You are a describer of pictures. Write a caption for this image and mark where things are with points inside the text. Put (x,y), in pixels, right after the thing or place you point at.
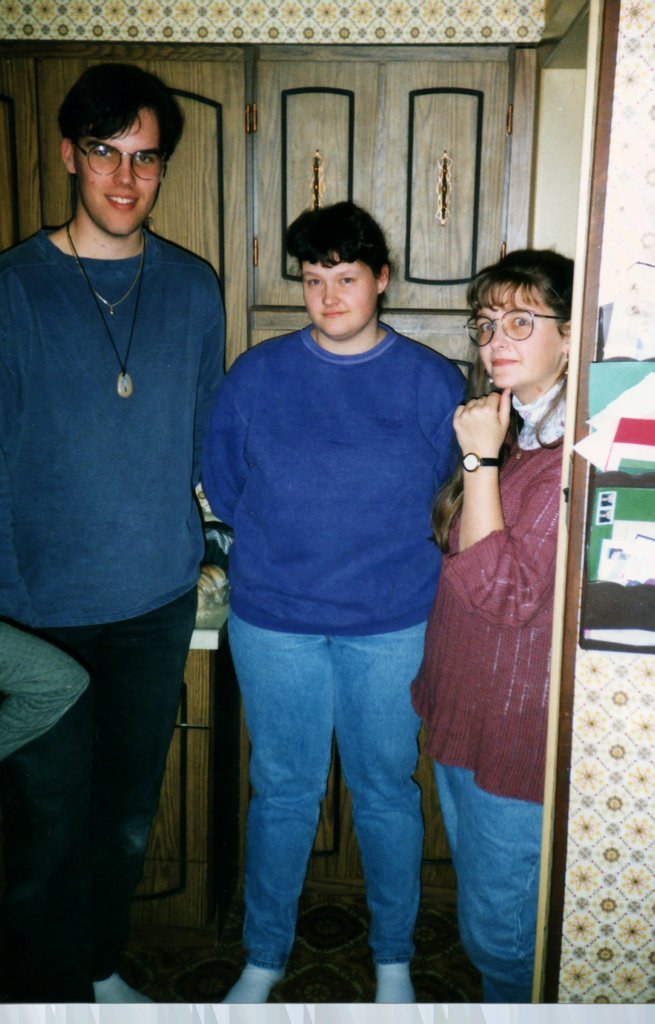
In this image, we can see three persons (186,472) wearing clothes (136,470) and standing in front of the cupboard (441,272).
